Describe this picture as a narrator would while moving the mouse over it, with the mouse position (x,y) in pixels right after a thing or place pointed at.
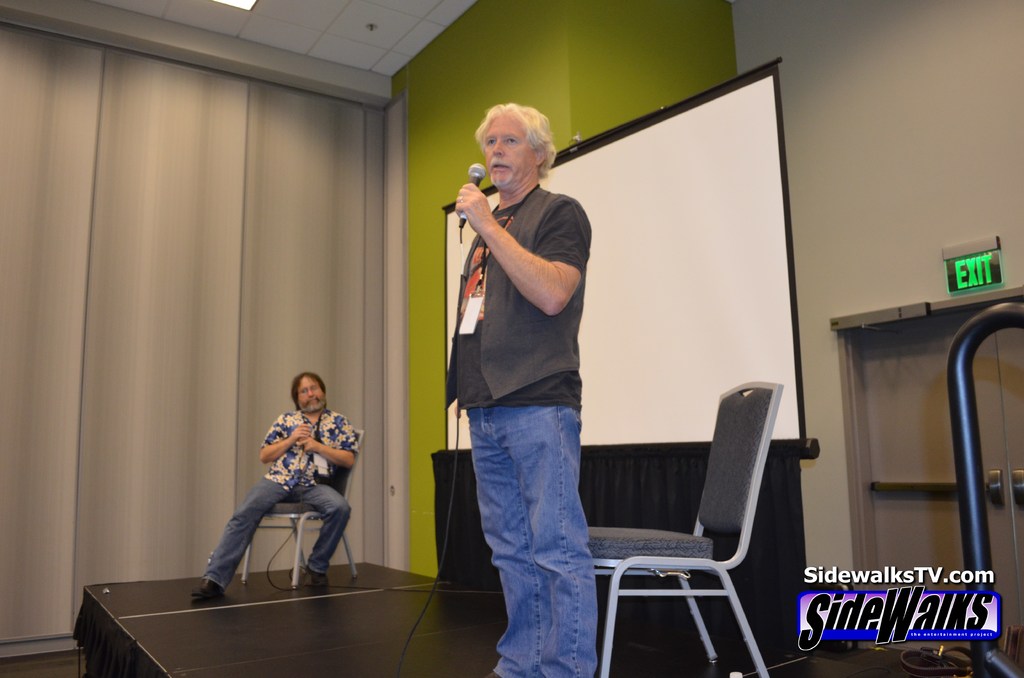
This is an inside view. Here I can see a man (506,554) standing on the stage (396,665) facing towards the left side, holding a mike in the hand (466,204) and speaking. At the back of him there is a chair (741,429). In the background (333,446) there is another man (302,445) sitting on a chair (287,507) and holding an object (302,429) in the hands (299,435). At the back of these people (349,463) there is a screen (640,296). On the right side (964,363) there is a door (881,421) and a metal rod (968,394). On the left side (56,265) I can see the curtain (81,327). In the background (594,60) there is a wall (588,35). In the bottom right (889,611) there is some edited text (869,607).
